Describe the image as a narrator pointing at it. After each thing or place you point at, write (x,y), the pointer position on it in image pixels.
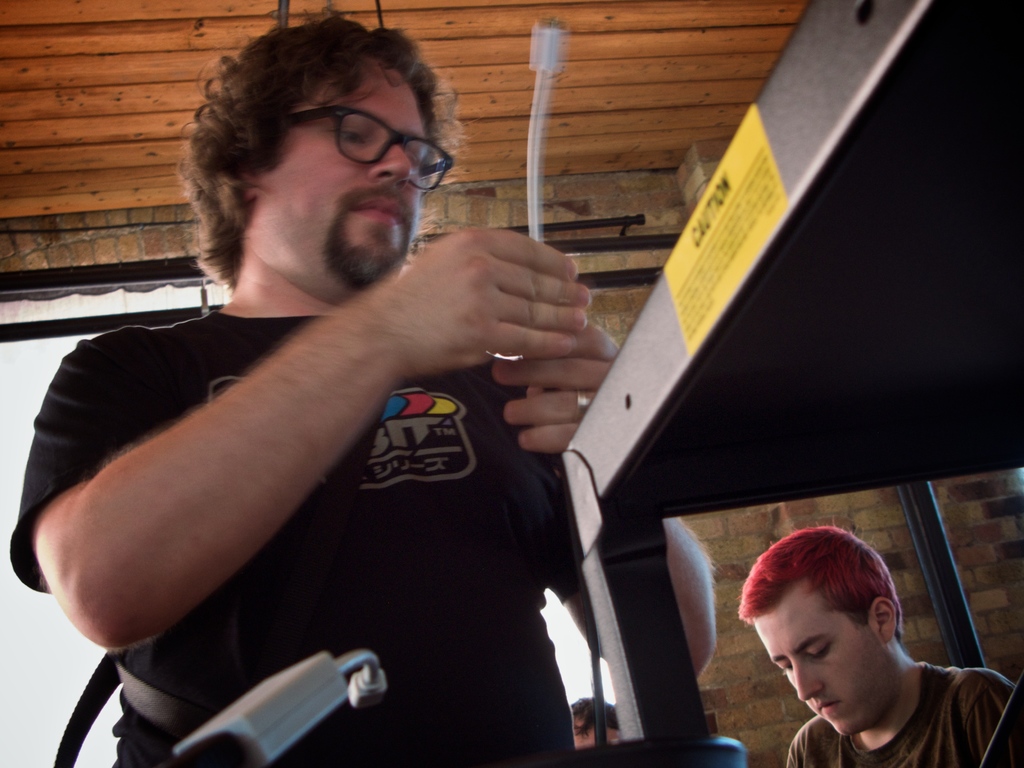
In this image I can see two men (121,505) and in the front (502,406) I can see one of them is holding a white colour cable (561,49). I can also see both of them are wearing t shirts (425,531) and one is wearing specs (380,139). In the front (314,655) I can see one more cable (375,685), a black colour thing (655,629) and on it I can see a yellow colour warning board (684,257).
